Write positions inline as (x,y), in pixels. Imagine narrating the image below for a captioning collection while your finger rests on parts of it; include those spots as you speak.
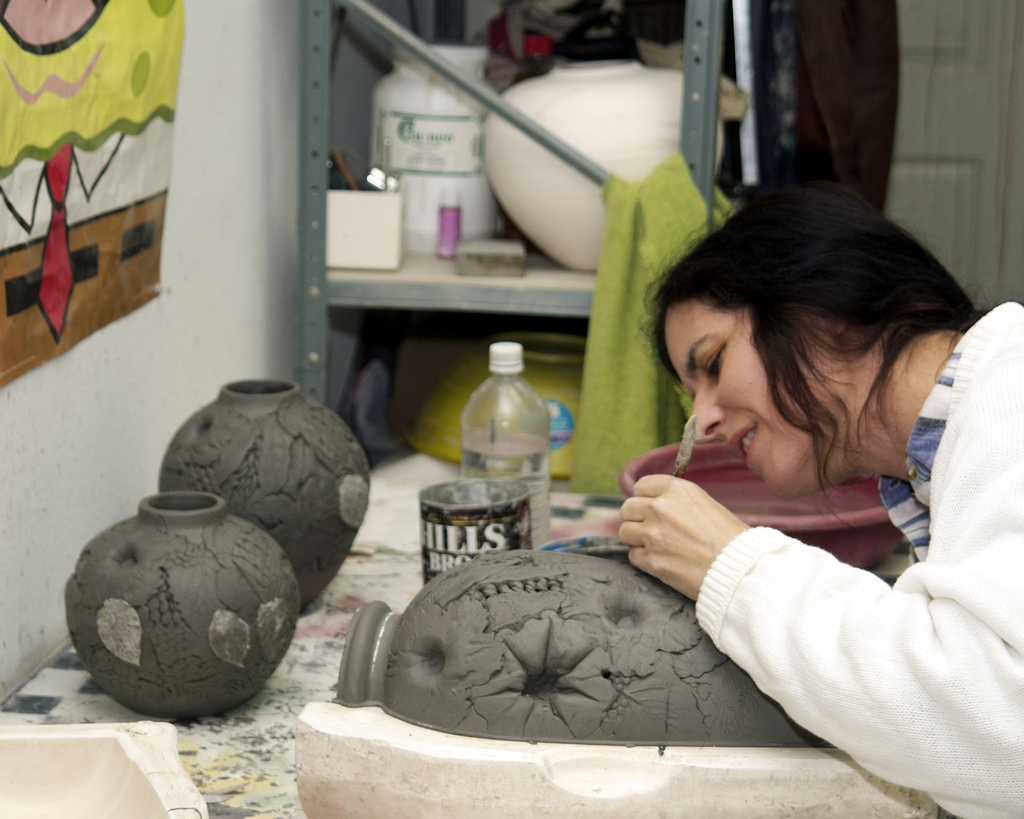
In the image the woman (837,465) wearing sweat shirt (761,678) making design (475,649) on mud pottery (530,656) on a table (279,745) which has water bottle (519,417) on it, and beside her there is a steel rack (336,305) filled with pot (629,120) and jars (441,186) and on to the left side wall (163,278) there is a painting (75,181).
